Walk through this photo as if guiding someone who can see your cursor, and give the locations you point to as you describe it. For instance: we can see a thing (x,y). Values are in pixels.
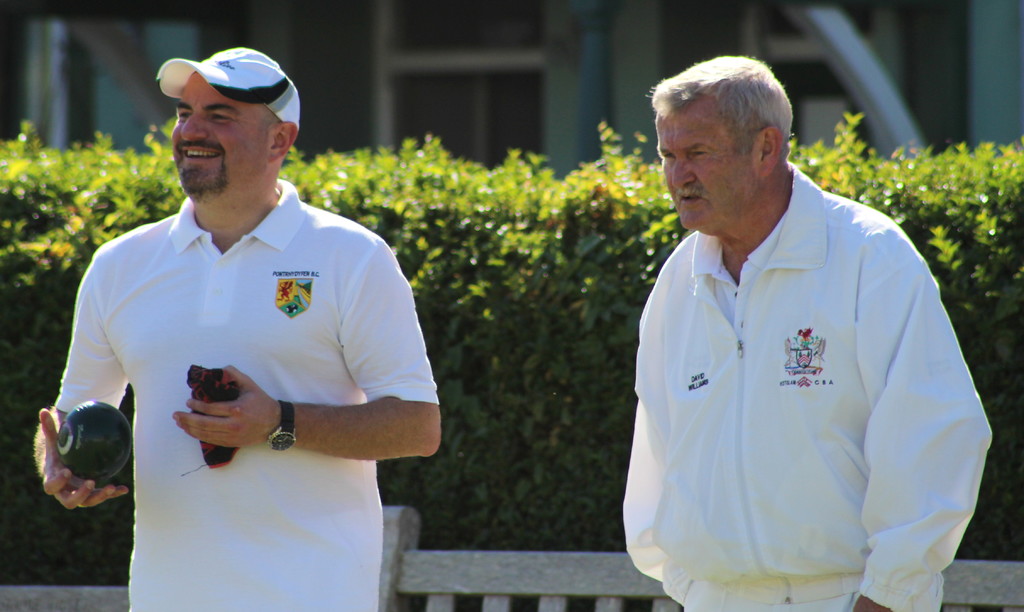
This image consists of two persons (334,443). The one who is on the left side (326,412) is holding a ball (116,416). They are wearing white color dress (763,469). There are bushes (449,256) behind them.
